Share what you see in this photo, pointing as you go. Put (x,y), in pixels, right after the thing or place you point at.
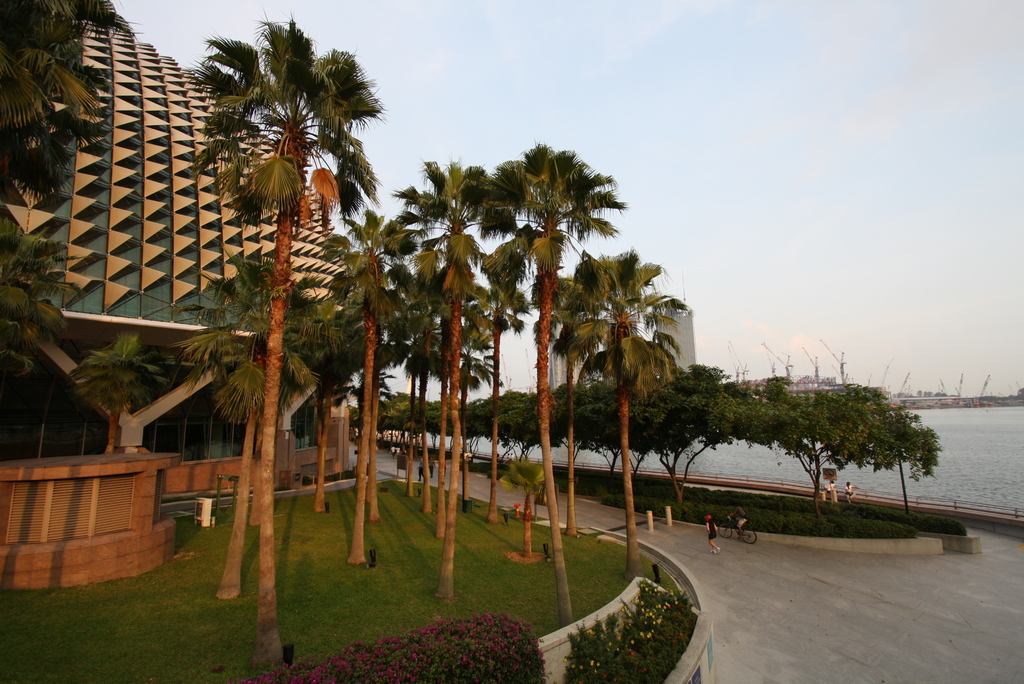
On the left (237,238) we can see trees (239,499), plants (425,682) with flowers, plants (615,636), grass (238,676), a building (119,281) and some other objects (71,567). In the background (648,445) we can see a person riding bicycle (744,528) on the road (759,544), few persons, trees (633,392), grass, water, poles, buildings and clouds (858,130) in the sky (683,221).
